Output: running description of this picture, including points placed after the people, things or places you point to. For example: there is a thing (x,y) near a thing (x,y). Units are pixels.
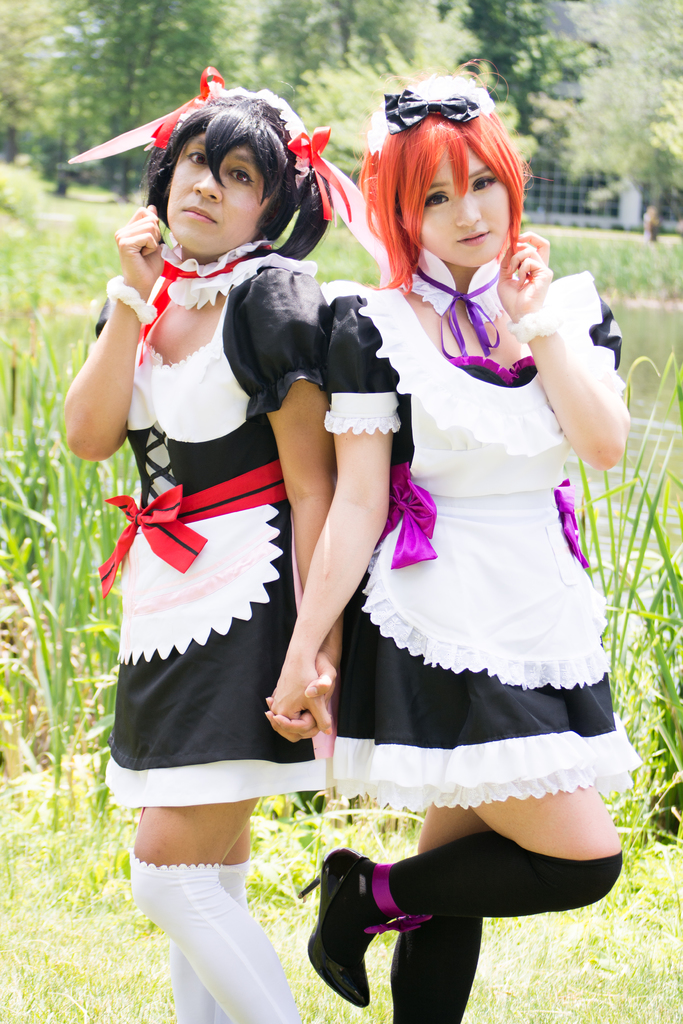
In the image we can see two girls (334,550) standing, wearing clothes (406,598) and shoes (321,878). Here we can see grass (90,963), grass plants (74,531), water (658,382), trees (382,39) and the background (327,62) is slightly blurred.
